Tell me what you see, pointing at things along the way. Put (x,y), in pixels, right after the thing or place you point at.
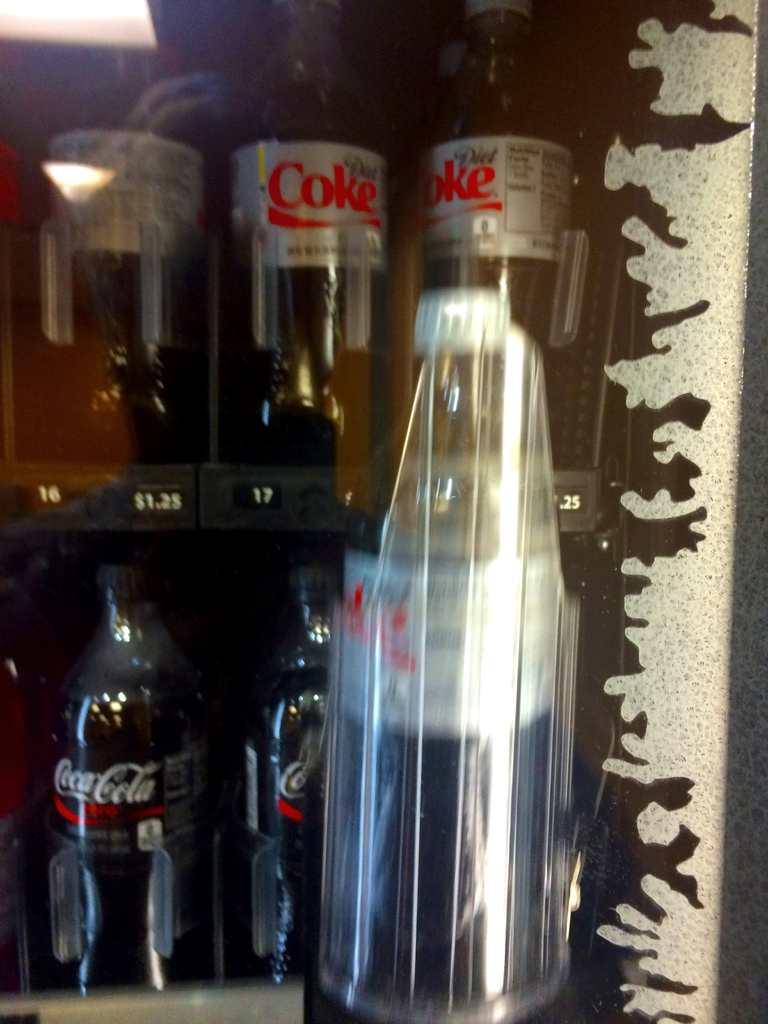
This picture is mainly highlighted with preservative drinking bottles (272,701).
